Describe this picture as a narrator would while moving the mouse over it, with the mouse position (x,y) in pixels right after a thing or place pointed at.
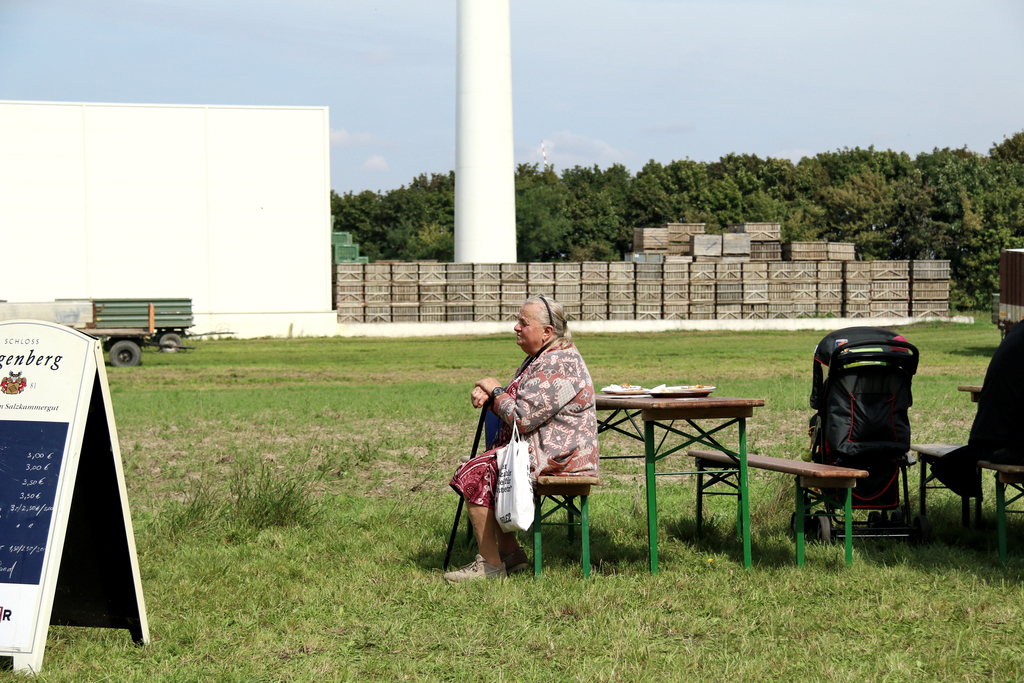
In this image we can see a woman (560,308) sitting on the seating stool (566,502), bench (780,463), table (745,468), baby pram (823,457), containers (725,285), pillar (504,199), buildings (131,239), motor vehicle (129,350) on the ground (118,375), advertisement board (101,360), trees (819,160) and sky (414,86).
